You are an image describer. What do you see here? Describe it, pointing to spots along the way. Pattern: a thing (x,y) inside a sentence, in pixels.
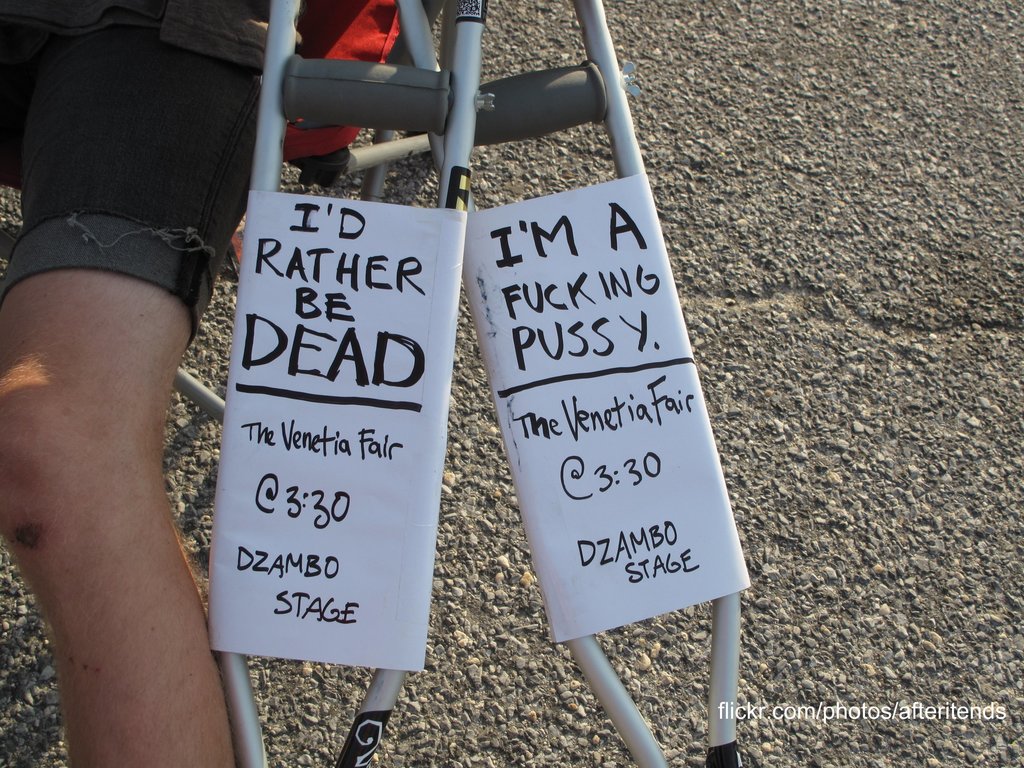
On the left side of this image (106,482) I can see a person's leg (128,496). Beside this person (133,152) there are two walking sticks (432,317). On the right side (839,266) there is a road (875,525) and on the right bottom of the image (843,713) I can see some text (854,706).
